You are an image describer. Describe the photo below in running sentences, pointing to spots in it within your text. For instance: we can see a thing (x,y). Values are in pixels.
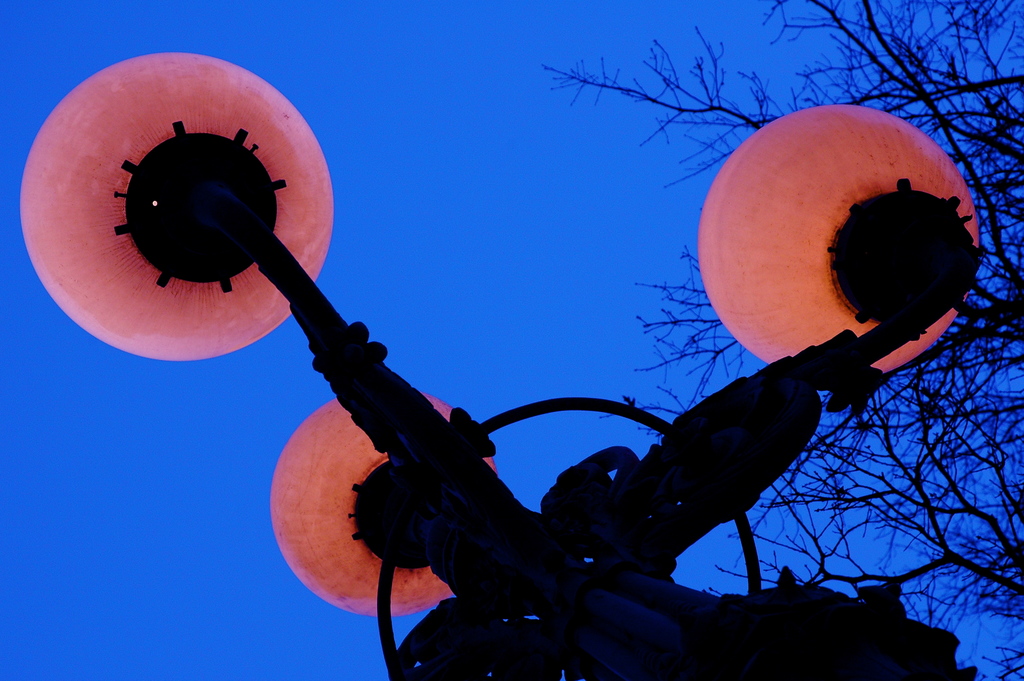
In this image I can see the lights (286,505) to the pole (455,498). In the background (973,141) I can see the tree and the blue sky (403,364).
